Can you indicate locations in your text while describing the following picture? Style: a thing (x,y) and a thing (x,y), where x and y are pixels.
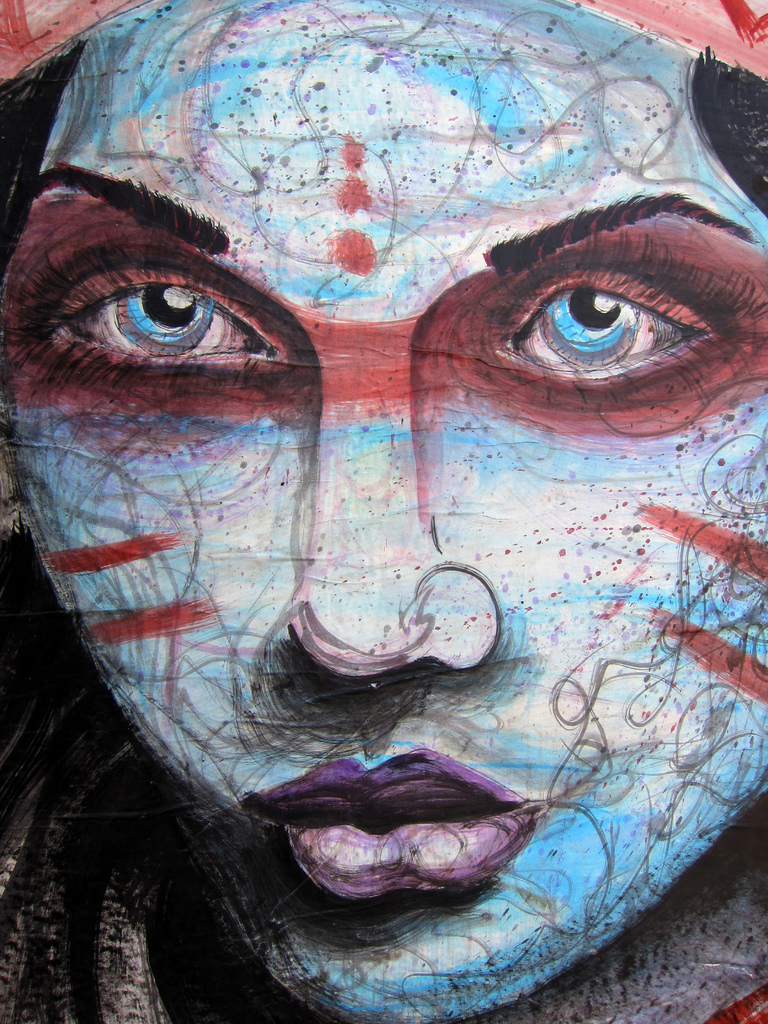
This looks like a painting. I can see the picture of a person's face (173,500). I can see the eyes (155,343), nose (335,635) and mouth (387,812).
